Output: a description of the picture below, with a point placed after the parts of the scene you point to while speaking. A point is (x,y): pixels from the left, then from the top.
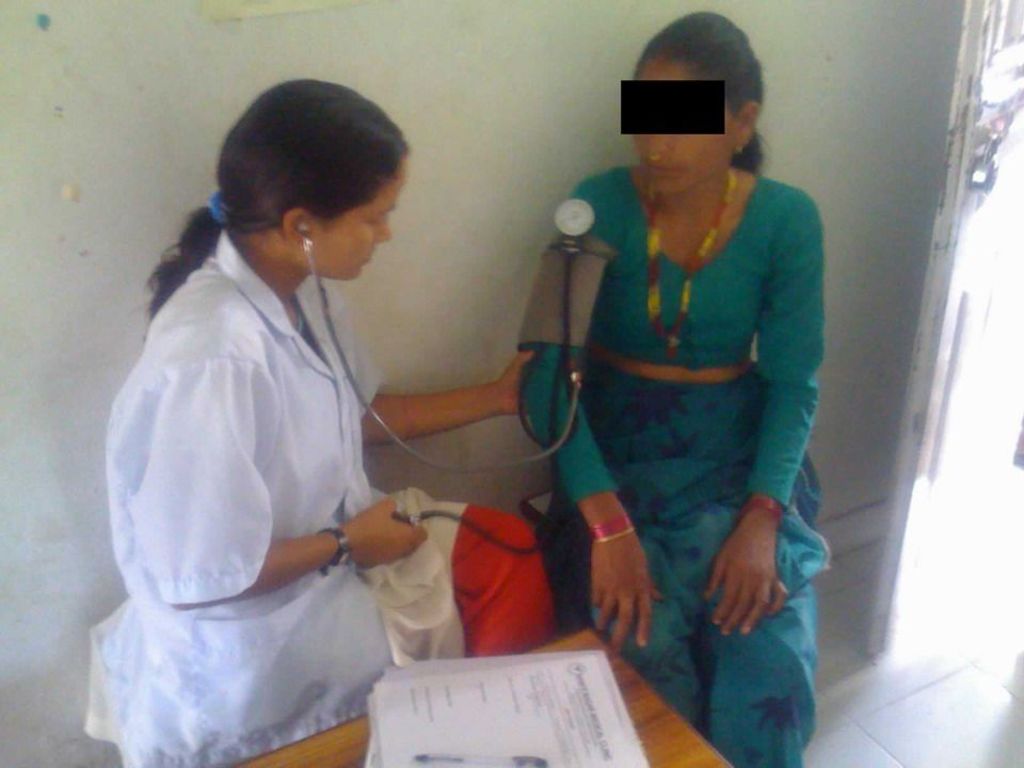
In the picture I can see two women (582,358) among them the woman (350,218) on the left side (319,213) is wearing white color clothes (280,519), stethoscope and holding an object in the hand (421,535). Here I can see a table (643,698) which has papers (547,726) on it. In the background (948,250) I can see a wall (557,97) and a door (968,138).
